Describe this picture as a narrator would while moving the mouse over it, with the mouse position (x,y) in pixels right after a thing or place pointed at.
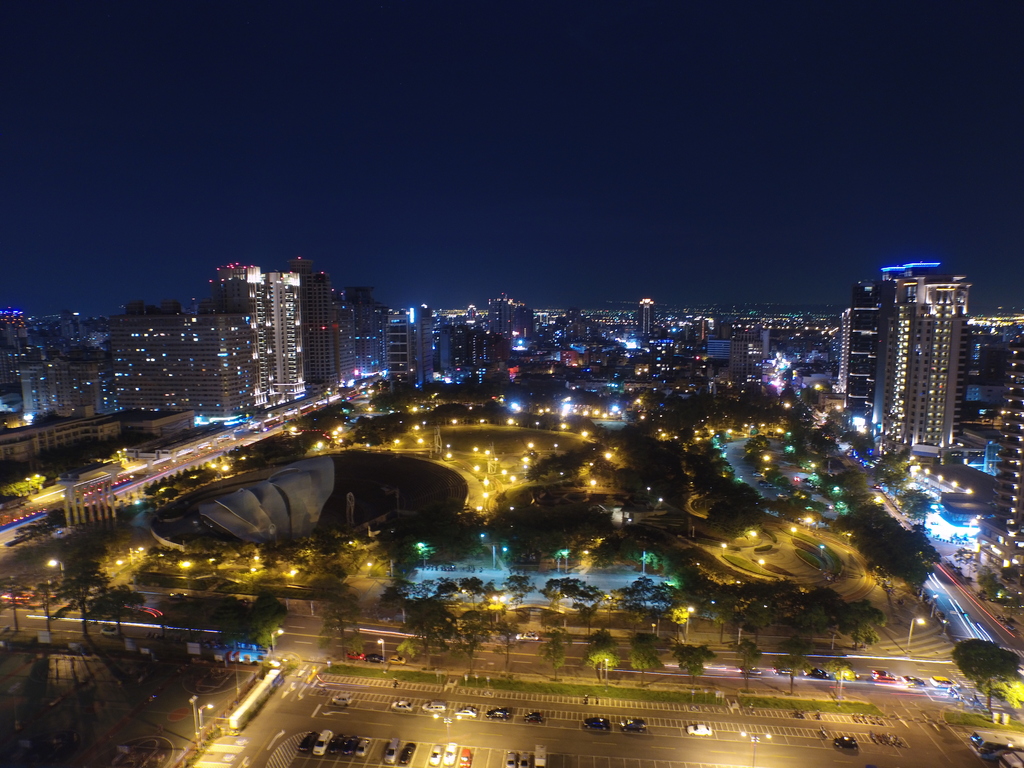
This is a night view of a city (346,462). In this image there are buildings (518,356), vehicles (438,706) on the road (909,701), street lights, trees (815,620) and a sky (271,130).
